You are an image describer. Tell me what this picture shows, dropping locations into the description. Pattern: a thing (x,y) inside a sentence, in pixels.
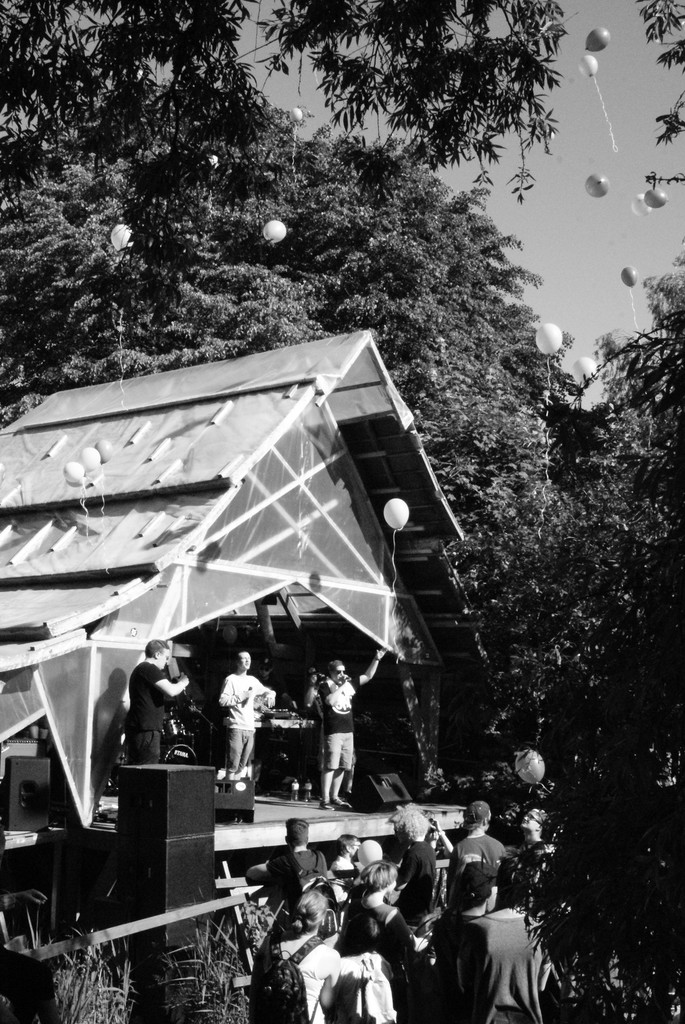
In this picture there are three persons (139,710) standing and holding a mic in their hands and singing and there are few audience (431,866) in front of them and there are few speakers (180,875) in the left corner (151,830) and there are few balloons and trees (446,310) in the background (507,280).
